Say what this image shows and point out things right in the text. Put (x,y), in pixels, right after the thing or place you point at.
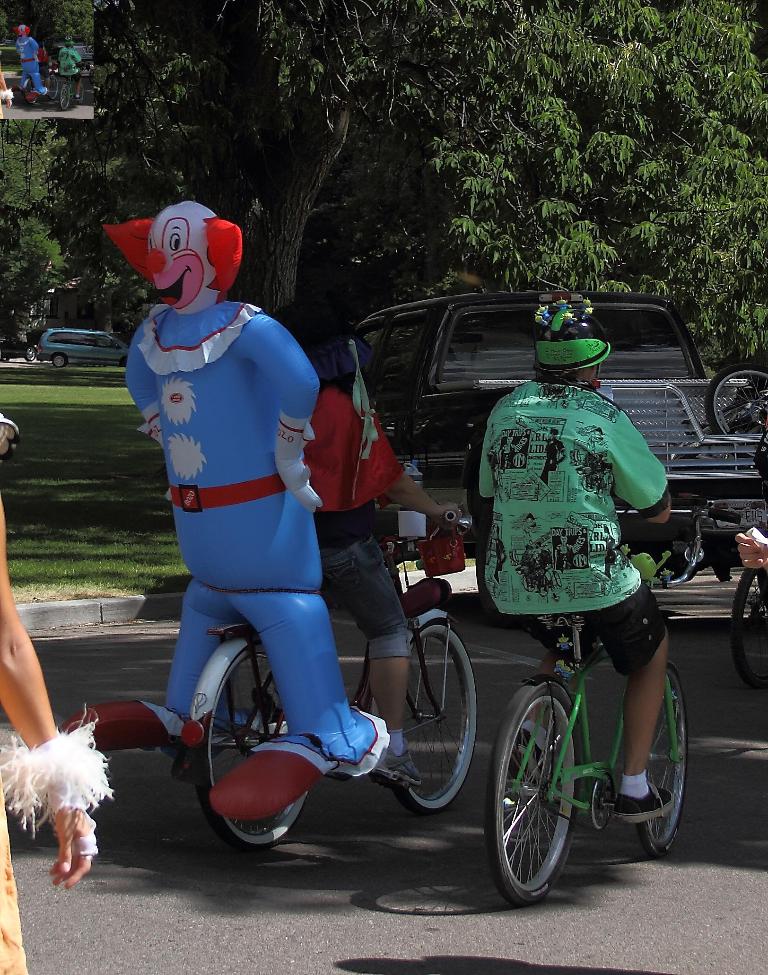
There are two persons (402,473) riding a bicycle (541,685). Behind them there is a toy (208,429). And we can see a car (457,333). In the background (377,164) there is a tree (192,157). In the bottom (530,667) there is a road (579,747). In to the left side (49,773) corner we can see a person (62,786).
